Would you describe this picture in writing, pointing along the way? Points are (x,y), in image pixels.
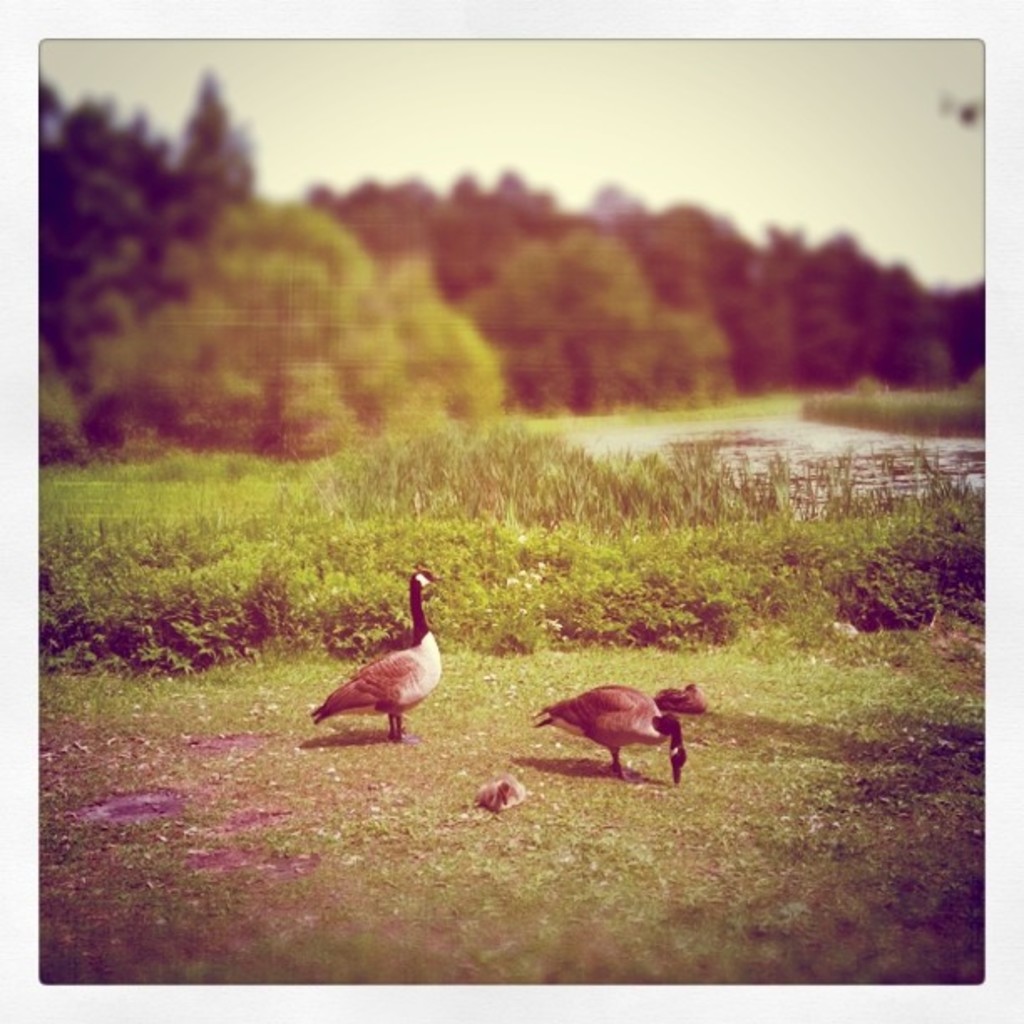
This is an image with the borders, in this image in the center (418,643) there are birds (416,691). At the bottom (731,837) there is grass (849,650), and in the background (397,523) there are trees (779,301) and plants (655,468) and it looks like there is pond (837,442). At the top (705,114) there is sky (535,116).
